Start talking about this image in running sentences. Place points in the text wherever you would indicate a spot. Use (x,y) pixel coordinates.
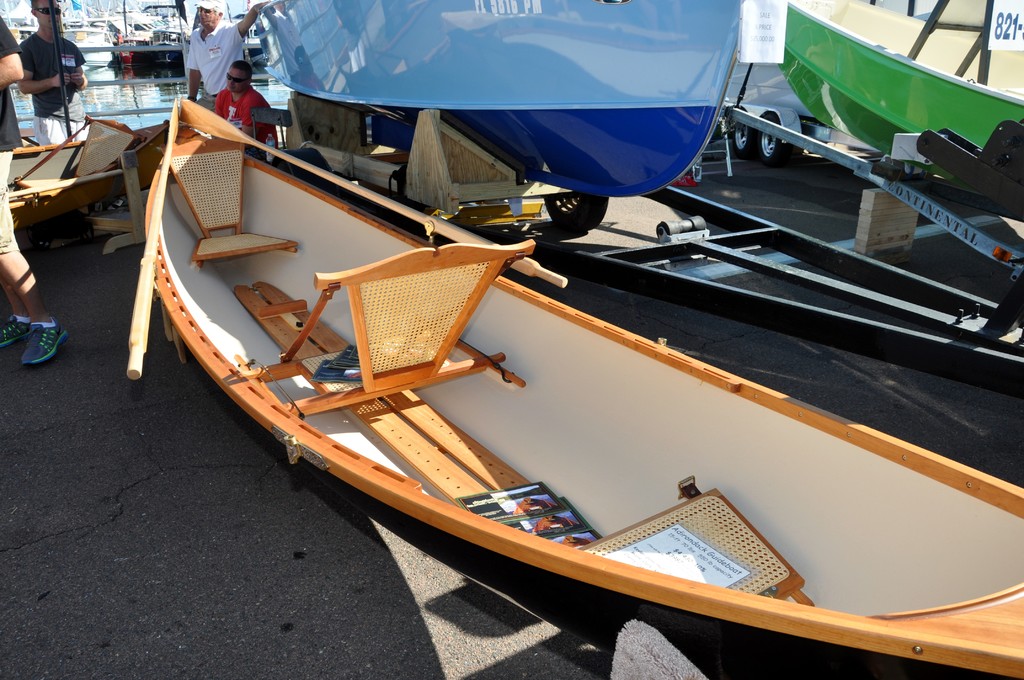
Here we can see a boat (246,292) with chairs (215,202) in it and paddles (546,278) on it and some other objects (521,521) in it on a platform (315,615). In the background (551,94) we can see few more boats (605,129) on a platform (160,665) and on the left side (16,55) there are few persons (3,138) standing and a person (231,91) is sitting, fence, boats (148,39) on the water (140,98), poles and flags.
